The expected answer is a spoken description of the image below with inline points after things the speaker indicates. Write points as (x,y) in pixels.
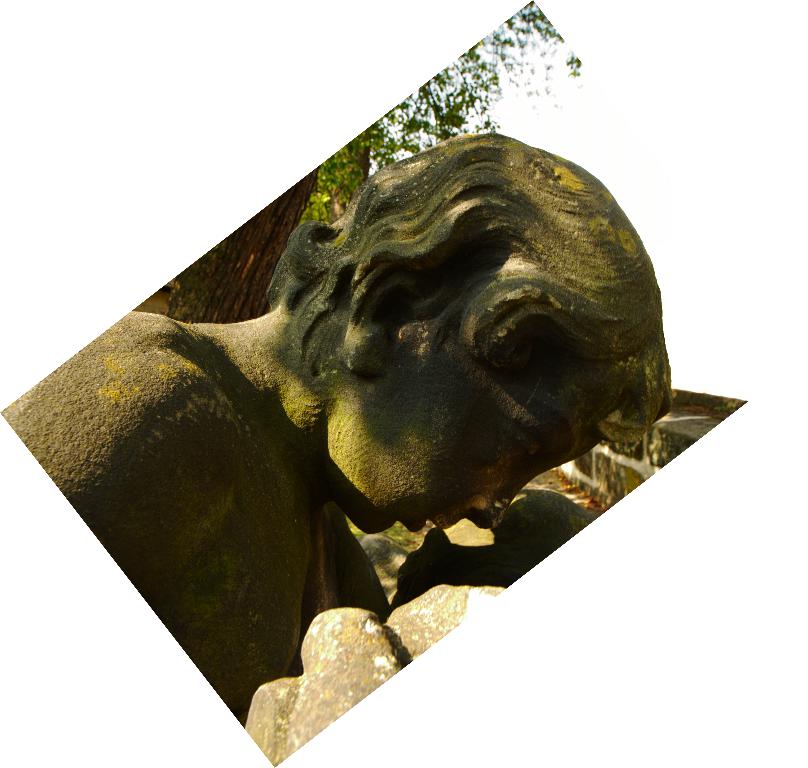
In this image we can see a statue (254,338) of a woman (400,345), behind the statue (396,288) there are trees (247,236).
